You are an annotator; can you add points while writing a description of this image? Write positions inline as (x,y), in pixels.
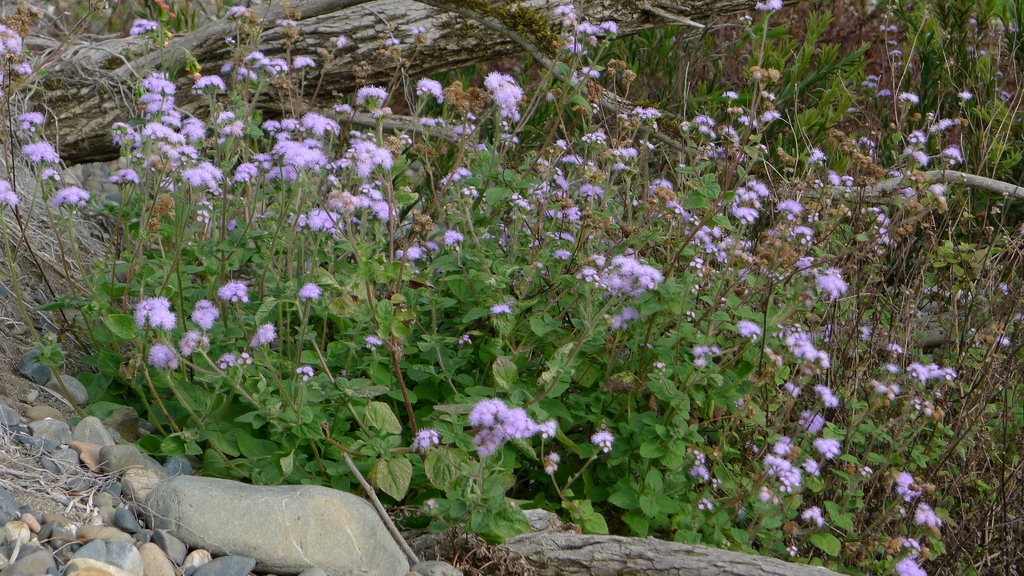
In this image on the left (122,516) I can see the stones (173,530). I can also see the flowers (368,198) on the plants (473,336).
